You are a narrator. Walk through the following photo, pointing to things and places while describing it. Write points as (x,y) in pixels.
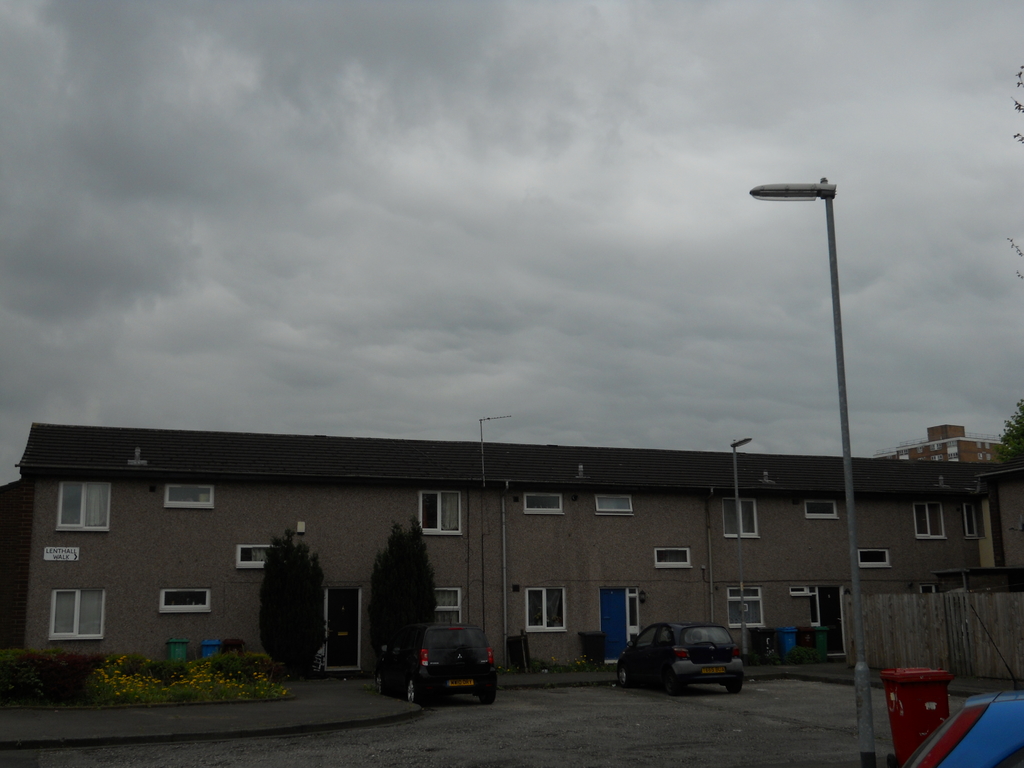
In this image in the center (585,505) there is a building (252,584), trees (376,616), plants (155,668), vehicles (427,684) and there is a pole (860,651) and street light (860,702). And in the bottom right hand corner (928,734) there are containers (932,706), at the top (715,178) there is sky (466,329) and at the bottom (497,733) there is walkway (542,732).
